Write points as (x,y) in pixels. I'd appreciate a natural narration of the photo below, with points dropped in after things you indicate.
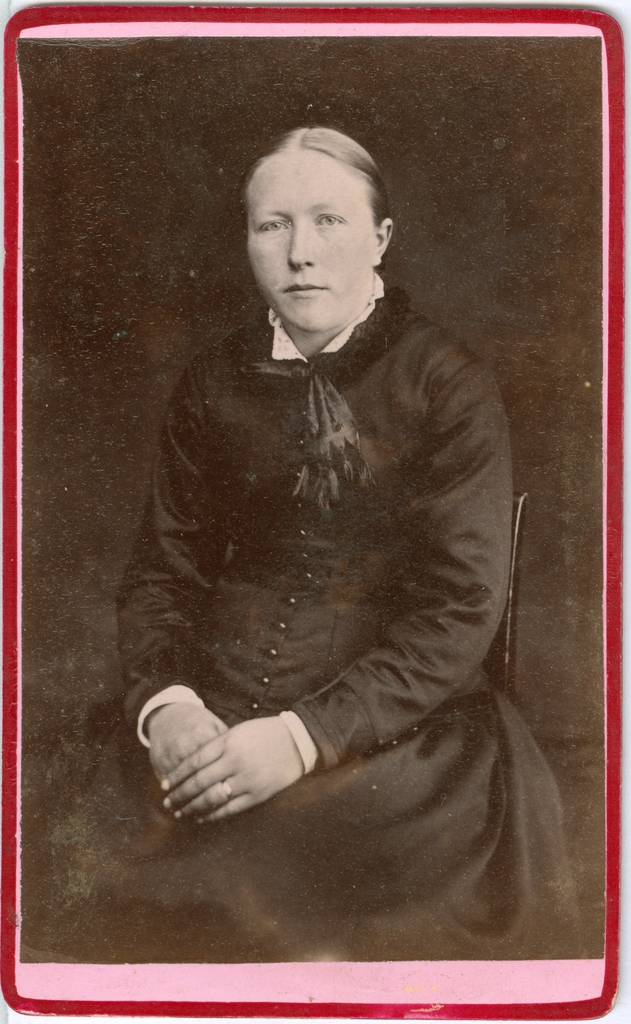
This is a photo frame (8,818), on this frame (56,555) we can see a person (339,690) and in the background (63,601) we can see it is dark.
